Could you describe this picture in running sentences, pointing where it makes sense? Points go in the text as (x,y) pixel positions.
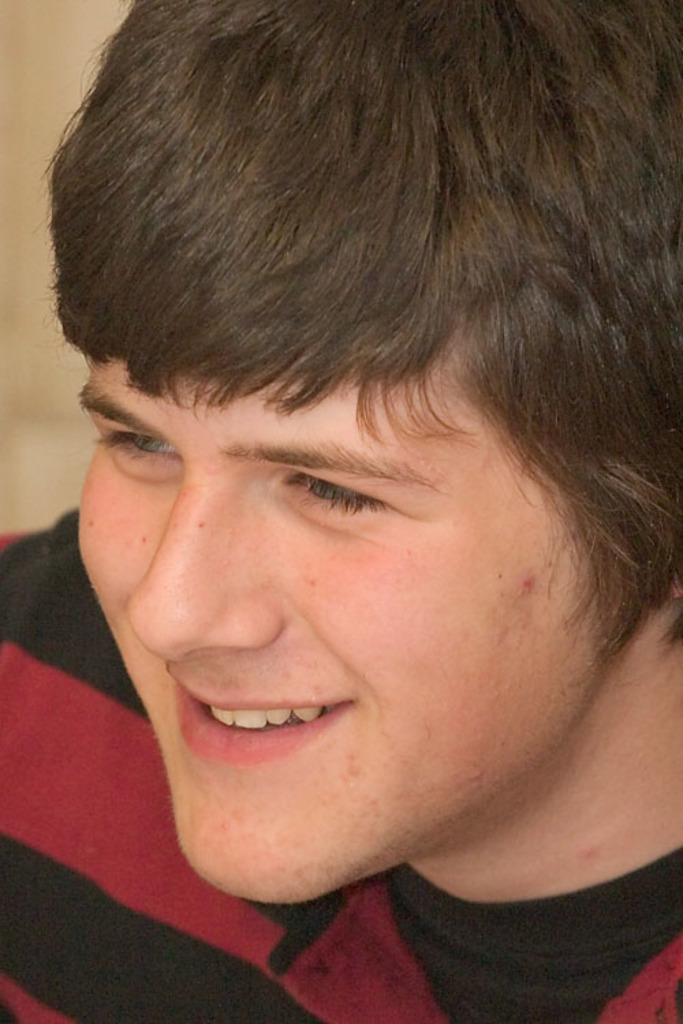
In this image we can see a person (417,260) wearing a dress (153,869).
